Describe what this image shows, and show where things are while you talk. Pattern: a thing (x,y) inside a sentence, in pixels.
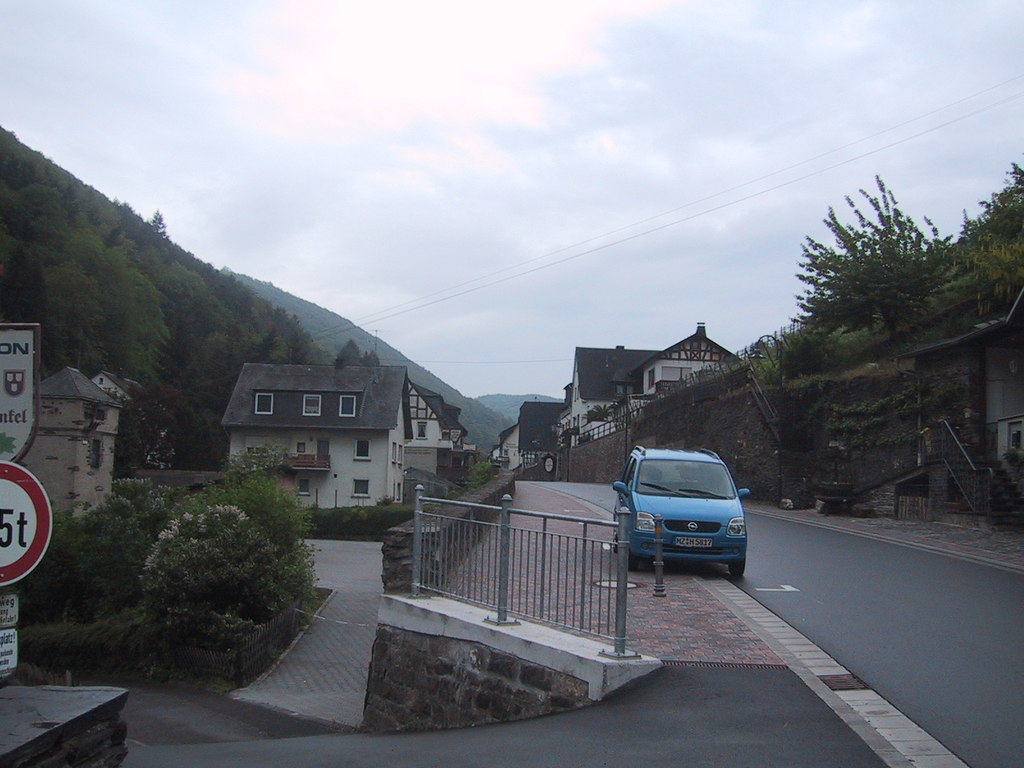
In the foreground (33,505), I can see a board (7,567), fence (461,561), grass (302,617), house plants (131,561) and a car (726,541) on the road (782,586). In the background (591,427), I can see buildings (959,418), trees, mountains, staircase (998,472), wires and the sky (604,210). This picture might be taken on the road (928,670).
